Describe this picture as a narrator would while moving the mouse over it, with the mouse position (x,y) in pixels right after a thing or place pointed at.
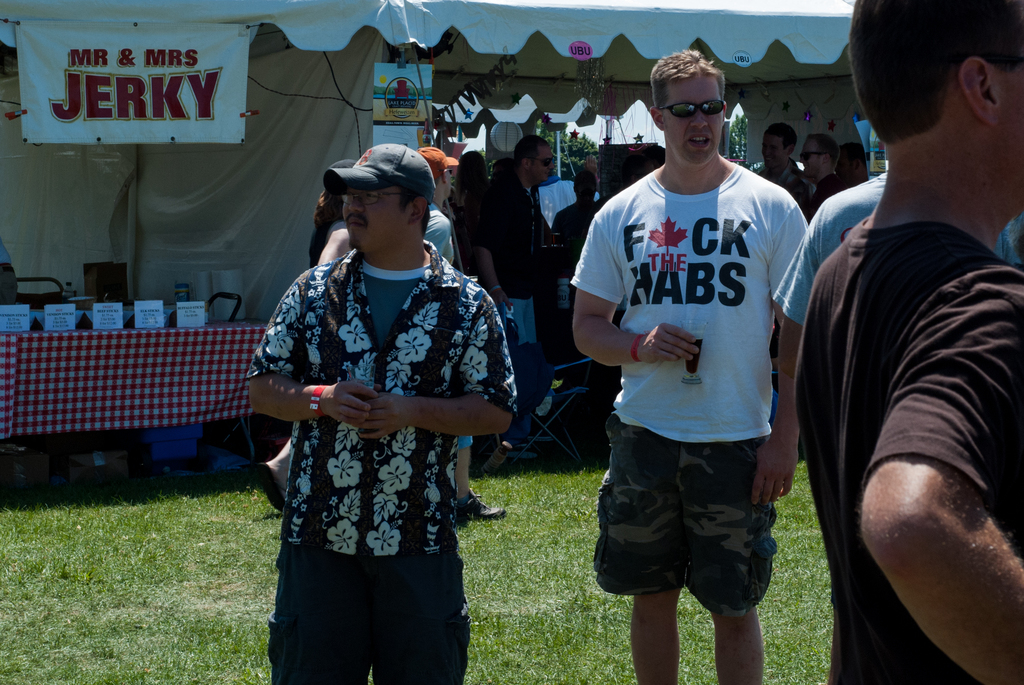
In this image I can see few persons (660,384) standing and holding glasses (698,324) in their hands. In the background (653,19) I can see a tent (338,105), few persons (520,282), few trees (572,143), a table (163,387), few objects (161,312) on the table (176,364) and the sky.
